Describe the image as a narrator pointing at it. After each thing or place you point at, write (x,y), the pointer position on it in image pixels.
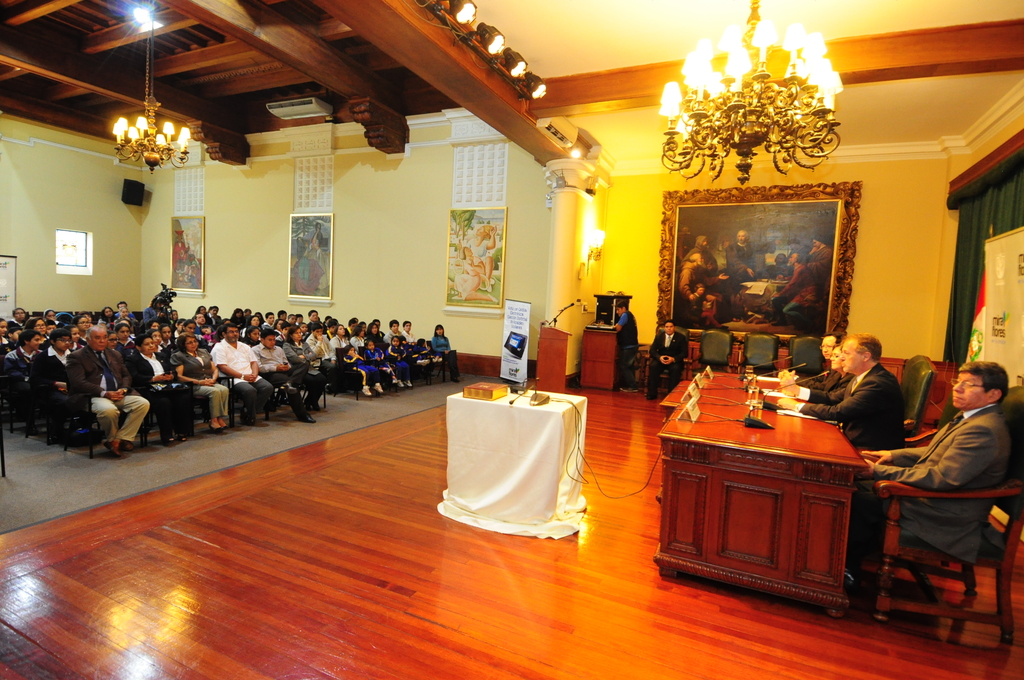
In this picture there are group of people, those who are sitting at the left side of the image (324,352) and there is a table (842,509) on the stage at the right side of the image (707,535), there is a portrait (798,320) at the right side of the image (699,306), it seems to be a conference meet.
